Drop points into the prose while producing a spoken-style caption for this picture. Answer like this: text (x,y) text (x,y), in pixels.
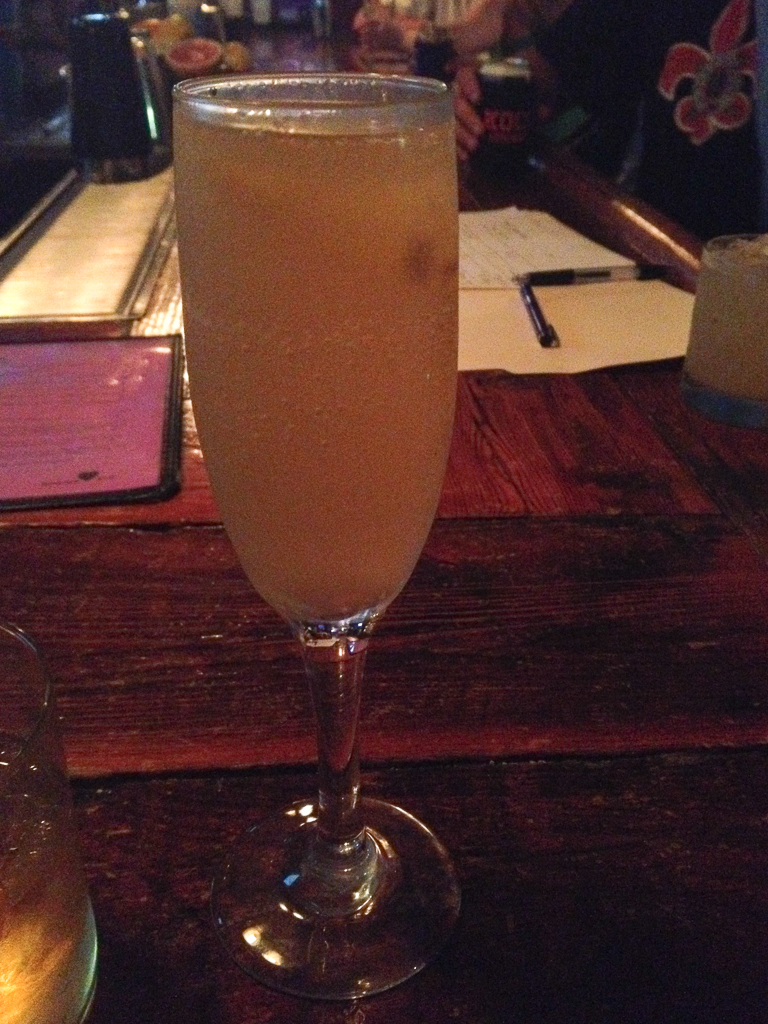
In this image we can see one table (246,603), some objects (267,538) are on the surface (151,641) and different kinds of objects (121,176) are on the table (477,195). One person (595,136) is standing and holding one object (492,100).
